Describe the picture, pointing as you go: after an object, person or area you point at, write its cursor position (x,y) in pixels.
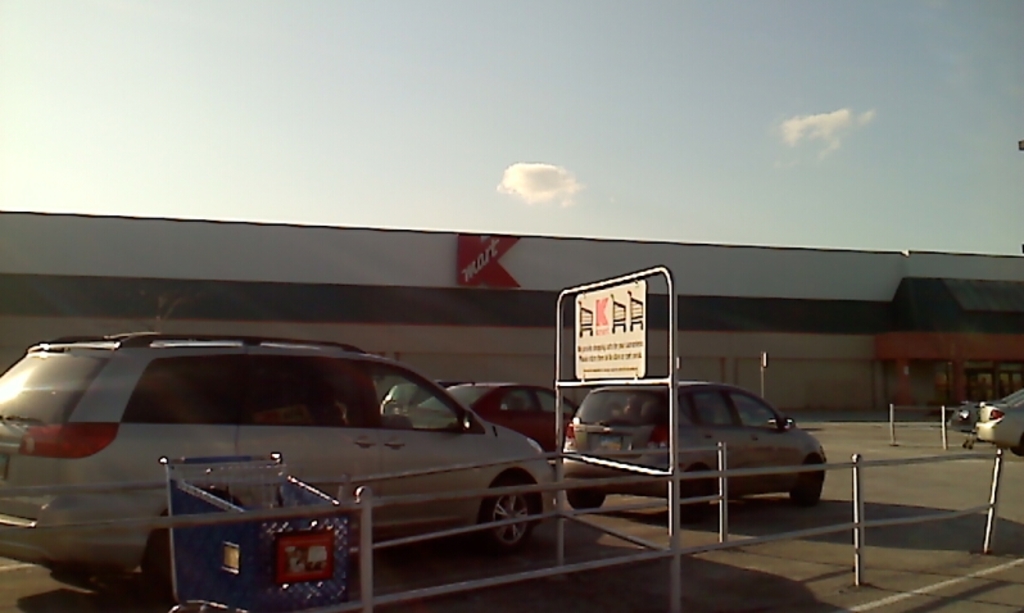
In this image I can see few vehicles (297,454) on the road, in front (608,306) I can see a white color board (619,312) attached to the pole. Background (721,126) I can see the sky (638,141) in white and blue color.
